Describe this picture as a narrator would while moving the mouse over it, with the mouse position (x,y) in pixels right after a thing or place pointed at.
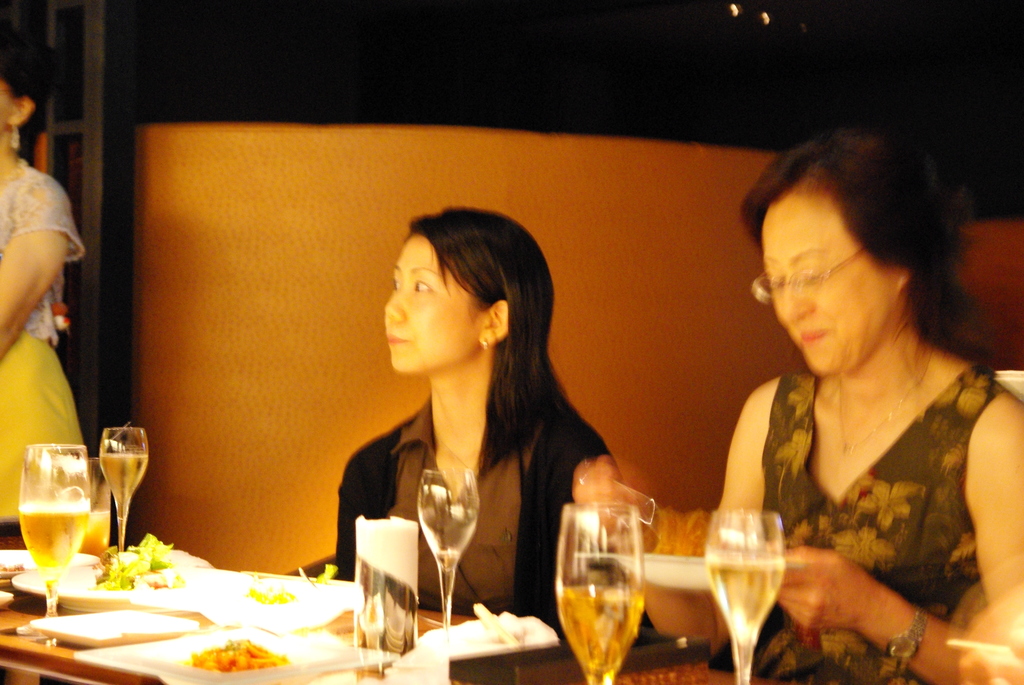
In this picture I can observe three women (454,445). Two of them are sitting in the chairs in front of a table (643,675). I can observe some wine glasses (635,621) and food (119,584) placed in the plates (202,602) on the table (143,675). One of the woman (817,262) is smiling. She is wearing spectacles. The background (227,53) is dark.
